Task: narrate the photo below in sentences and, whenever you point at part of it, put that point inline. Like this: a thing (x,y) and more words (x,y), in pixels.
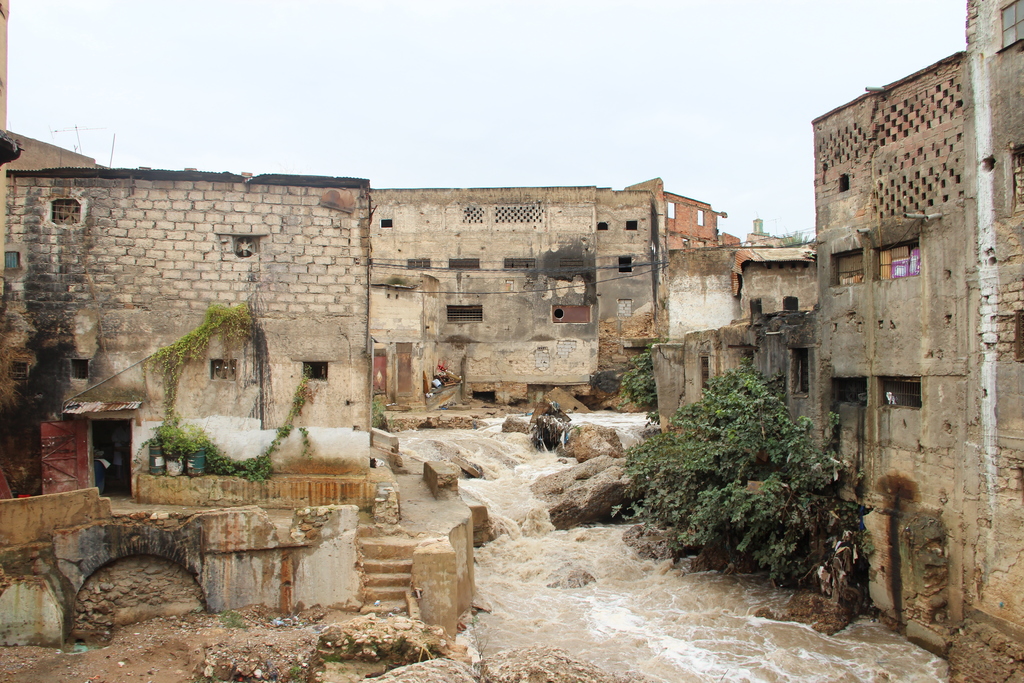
At the bottom of the picture (638,618), we see the water (566,594) is flowing. Beside that, we see a wall (420,580) and a staircase (379,589). At the bottom (231,635), we see the sand (246,644) and the small stones (203,621). There are buildings (412,396) in the background (418,354). On the right side (776,418), we see a tree (831,460). At the top (382,91), we see the sky (305,73).
